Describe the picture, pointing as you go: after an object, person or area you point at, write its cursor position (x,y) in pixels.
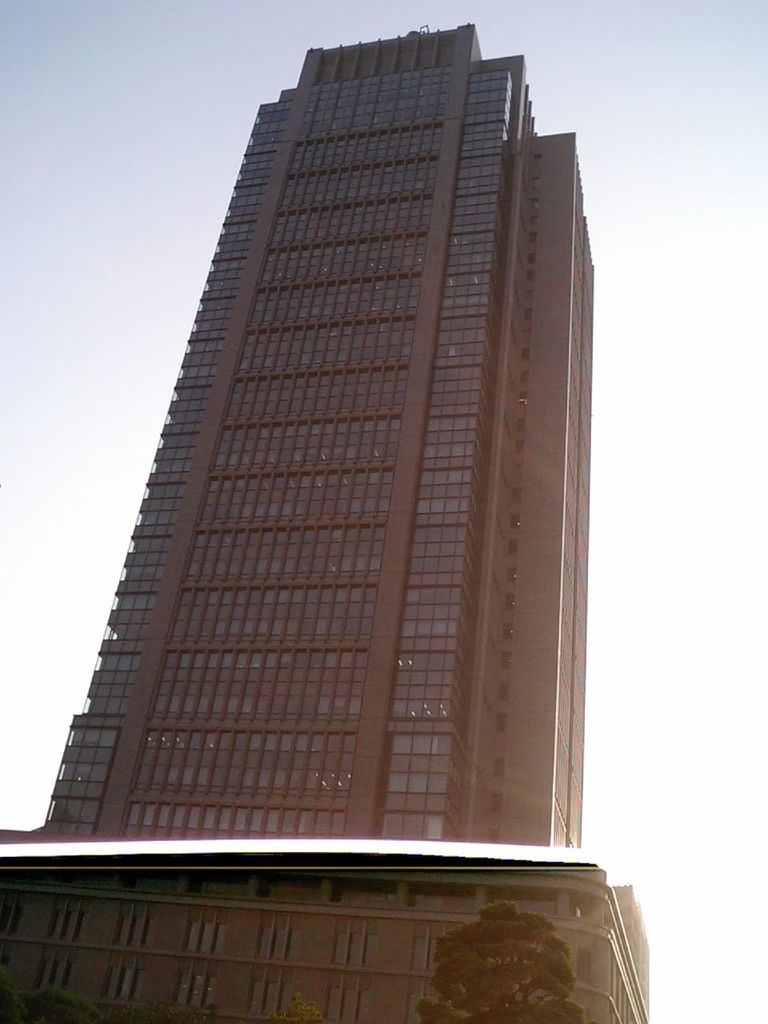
In this image in front (155,994) there are trees (489,924), buildings (357,518). In the background of the image (690,298) there is sky (716,316).
